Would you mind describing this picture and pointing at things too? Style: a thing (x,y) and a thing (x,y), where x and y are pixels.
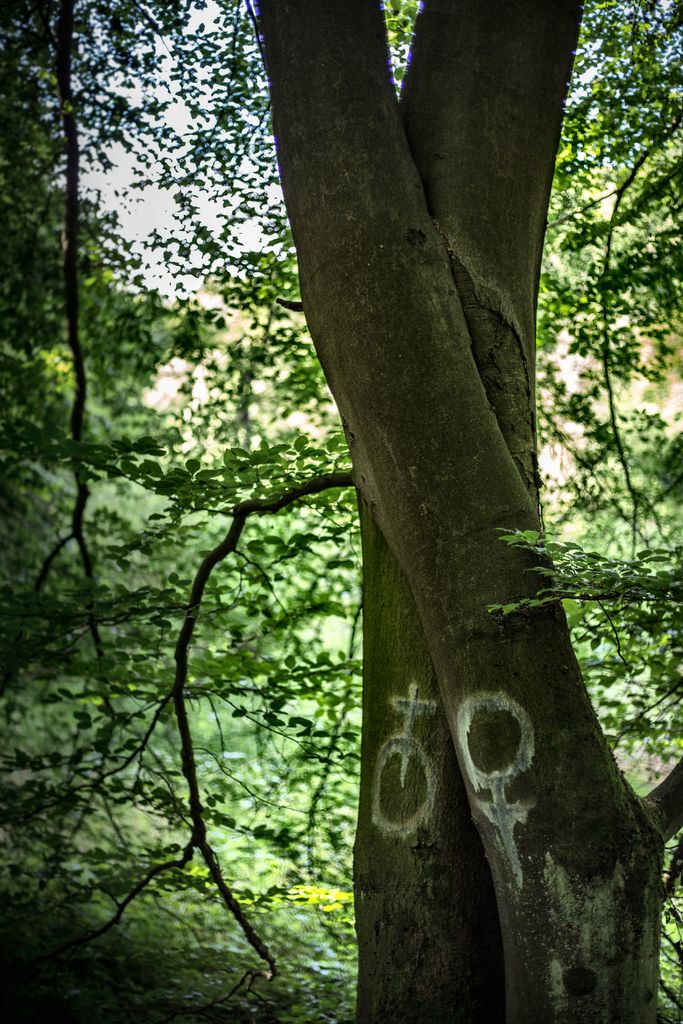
This is the picture of a tree trunk (498,754) on which there is a white paint (501,821) and behind there are some plants (196,707) and trees (6,446).
